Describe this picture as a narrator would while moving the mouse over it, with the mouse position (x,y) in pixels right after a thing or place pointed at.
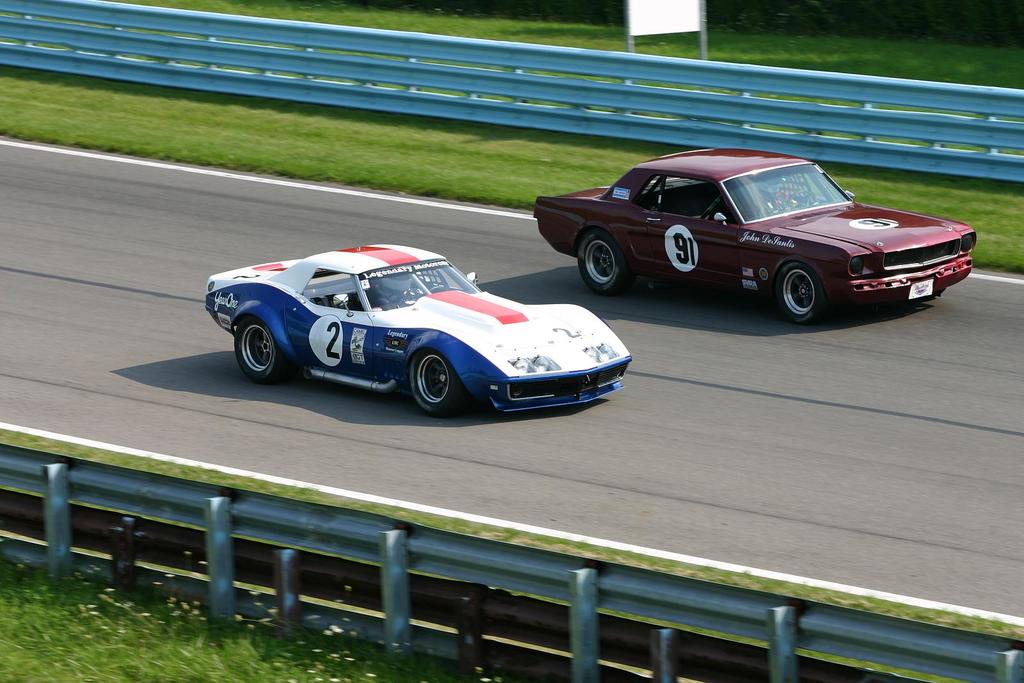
In this image I can see two racing cars (609,359) on the road (499,453), in which one is brown in color and the other is blue and white. Also I can see railings (416,42) on either side of the road (176,214) and as well as grass (915,52) on the ground (880,38).
